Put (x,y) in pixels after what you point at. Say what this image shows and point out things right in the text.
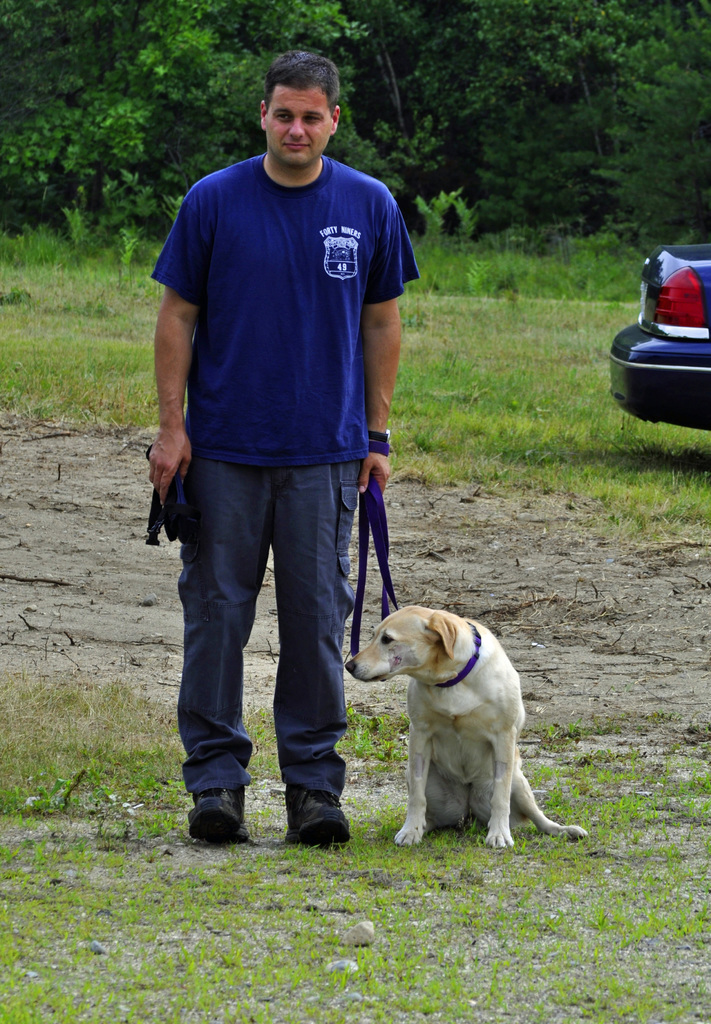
In this picture we can see a man (337,409) is standing, on the right side (478,737) there is a dog (461,715), at the bottom (383,877) we can see grass (288,871), on the right side (640,354) there is a vehicle (681,348), in the background (590,229) we can see some trees (246,55).
